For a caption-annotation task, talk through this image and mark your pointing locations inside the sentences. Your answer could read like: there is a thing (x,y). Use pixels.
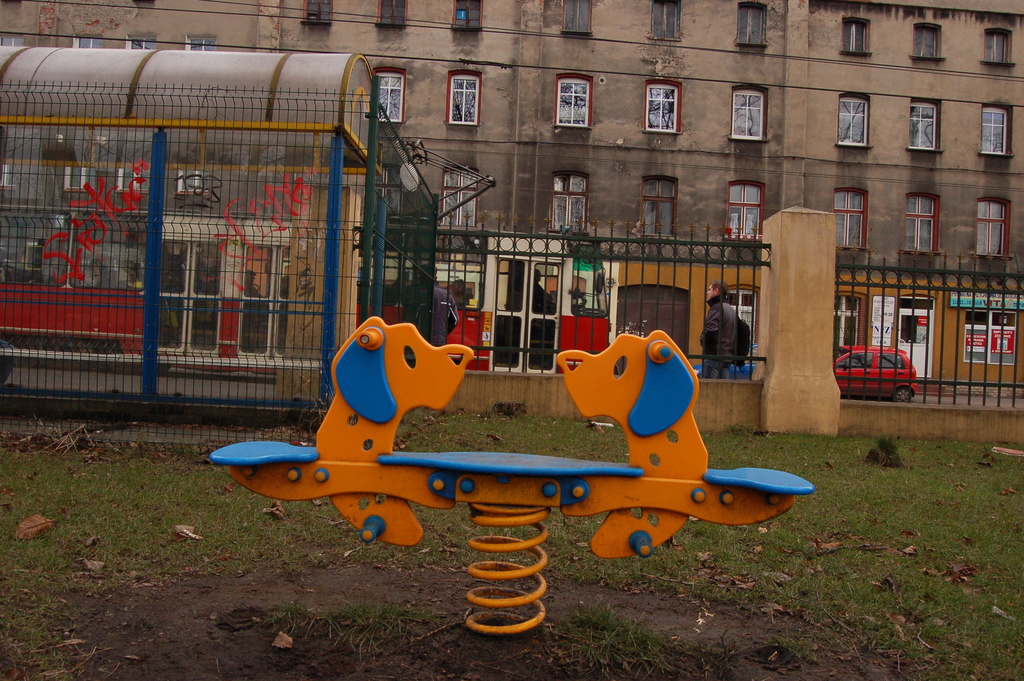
In this picture there is grass land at the bottom side of the image (225,510) and there is seesaw (405,370) in the center of the image (679,384), there are vehicles (136,266) in the background area of the image (88,326) and there is a boundary (829,221) in the center of the image (604,254).
